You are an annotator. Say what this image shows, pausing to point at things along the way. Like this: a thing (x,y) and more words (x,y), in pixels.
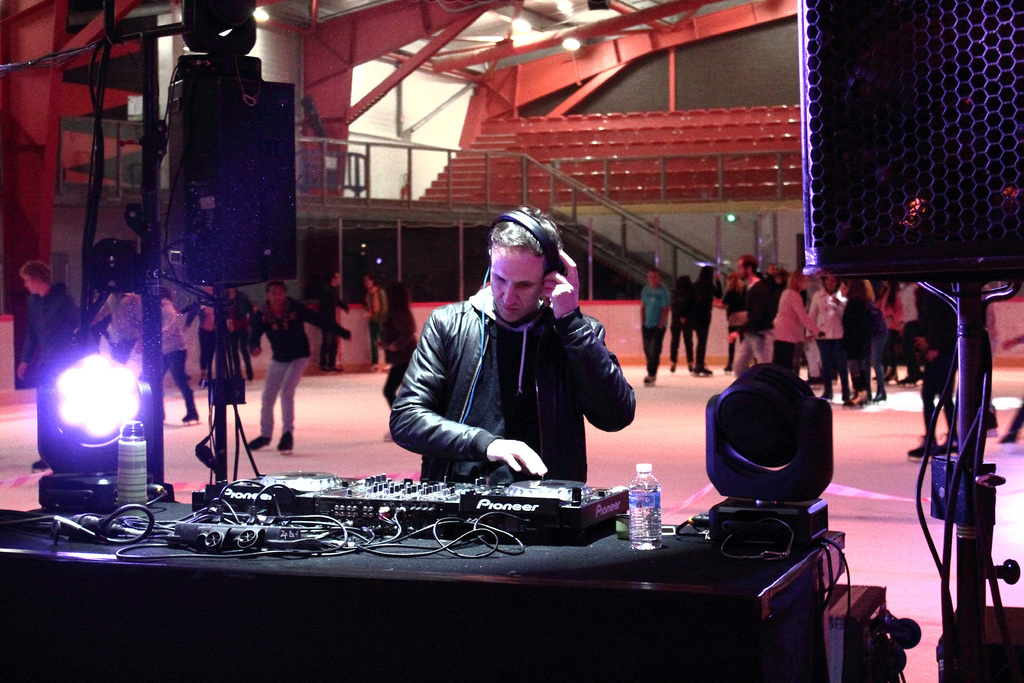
In this image in the front (607,543) there is a table (590,548), on the table (681,554) there are musical instruments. In the center (420,342) there are persons (487,344) standing and walking. In the background (634,263) there are steps (617,263), there are empty seats (601,156) and there are windows (459,112) and at the top (304,84) there are lights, there are poles (320,34), there is a railing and there is a stand (144,134) which is visible.
